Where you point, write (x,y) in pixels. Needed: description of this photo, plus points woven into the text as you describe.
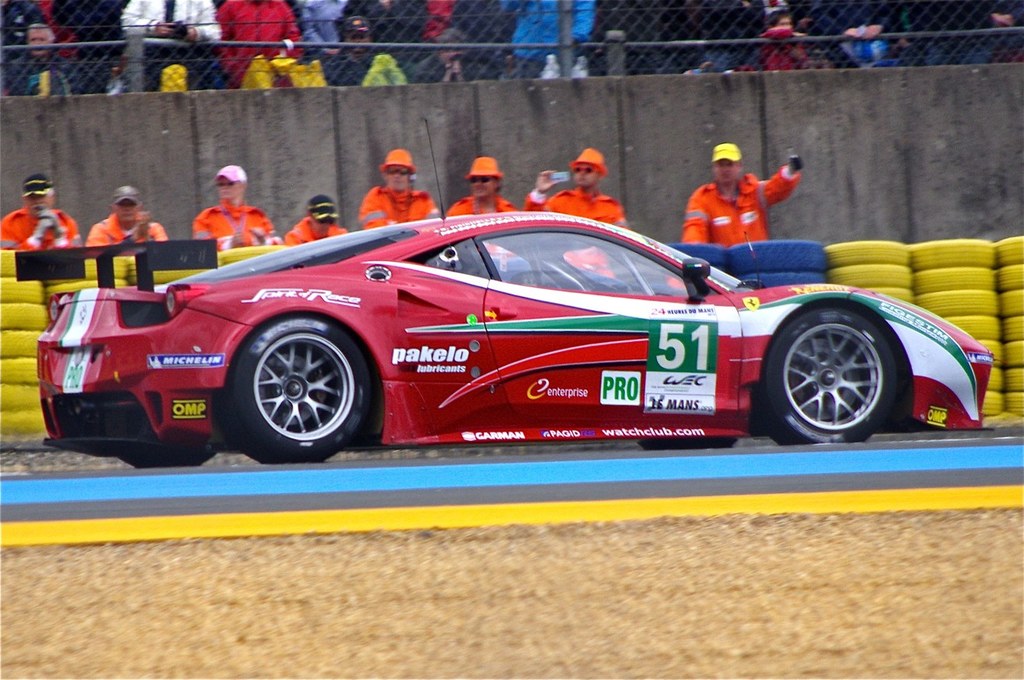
In the foreground of this picture (455,344), there is a sports car (682,336) on the road (538,457) and in the background (37,303), we can see yellow colored tyres (20,304), a stand (159,268), persons (224,221), wall (219,143), fencing (413,47) and the crowd (407,11).
